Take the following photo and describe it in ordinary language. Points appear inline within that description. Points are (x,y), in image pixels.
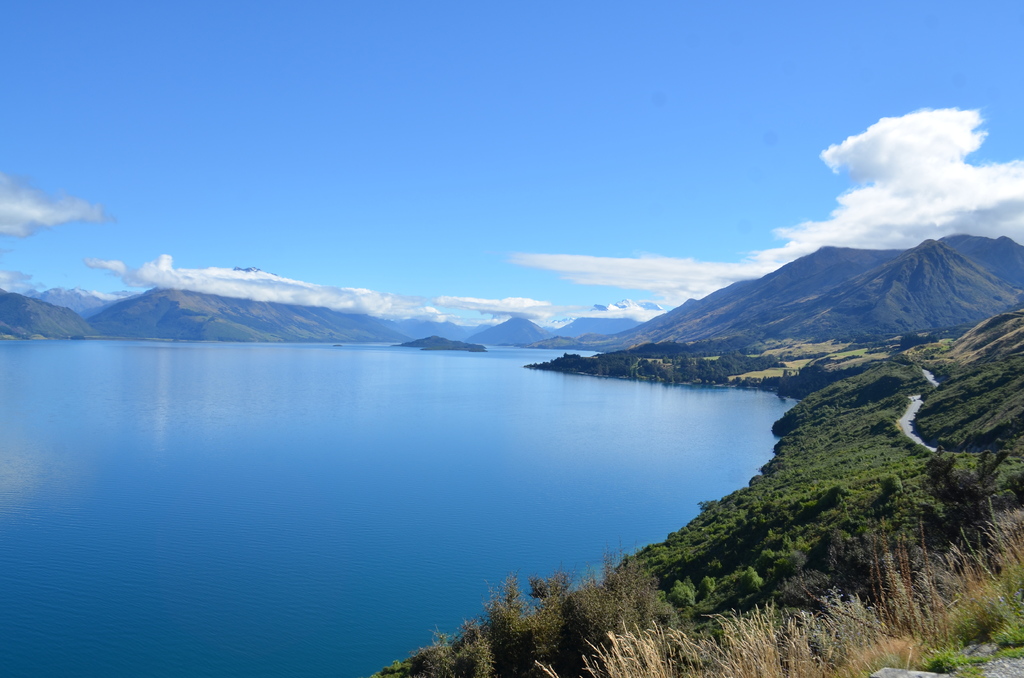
On the left side of the image (242,450) there is a river (316,428). On the right side of the image (723,592) there are trees (734,595) and grass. In the background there are mountains (678,310) and the sky (319,183).
